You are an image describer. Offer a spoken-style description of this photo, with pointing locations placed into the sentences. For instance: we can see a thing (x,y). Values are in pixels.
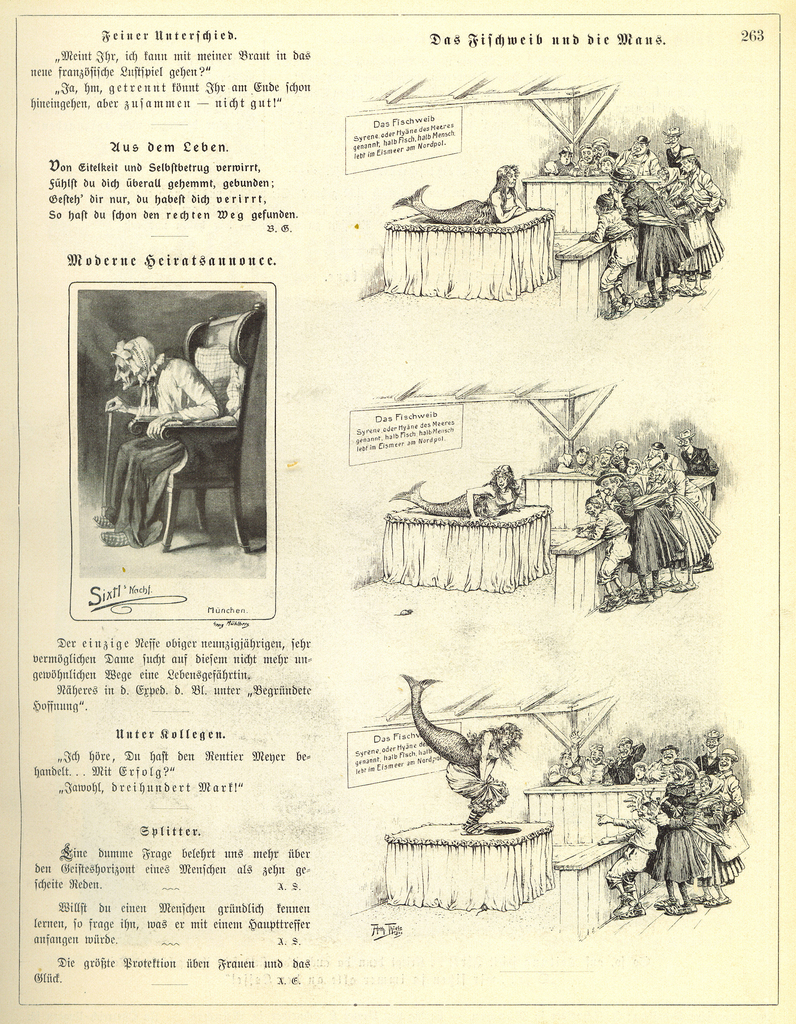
Here in this picture we can see a paper (426,978), on which some text (163,198) is printed and some pictures (193,507) are present on it over there.
